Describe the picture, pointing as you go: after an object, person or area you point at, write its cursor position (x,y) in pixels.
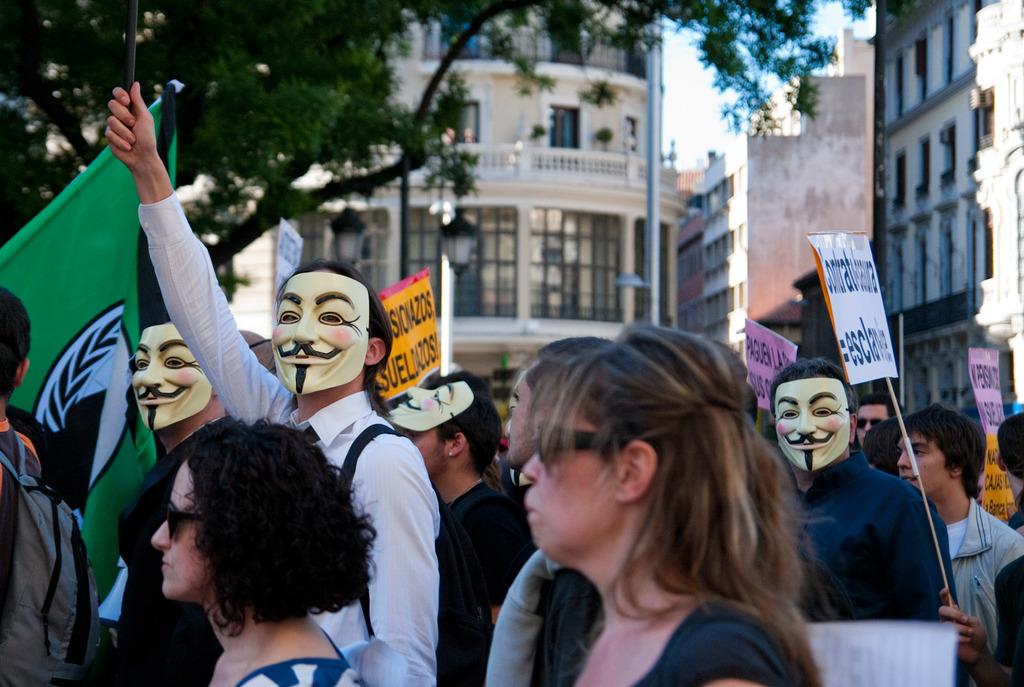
In this image I can see a group of people (971,630) and few of them wearing masks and a few people (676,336) holding the boards (907,653). In the background (139,327) I can see a flag (159,117), a tree (451,10) and a number of buildings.
